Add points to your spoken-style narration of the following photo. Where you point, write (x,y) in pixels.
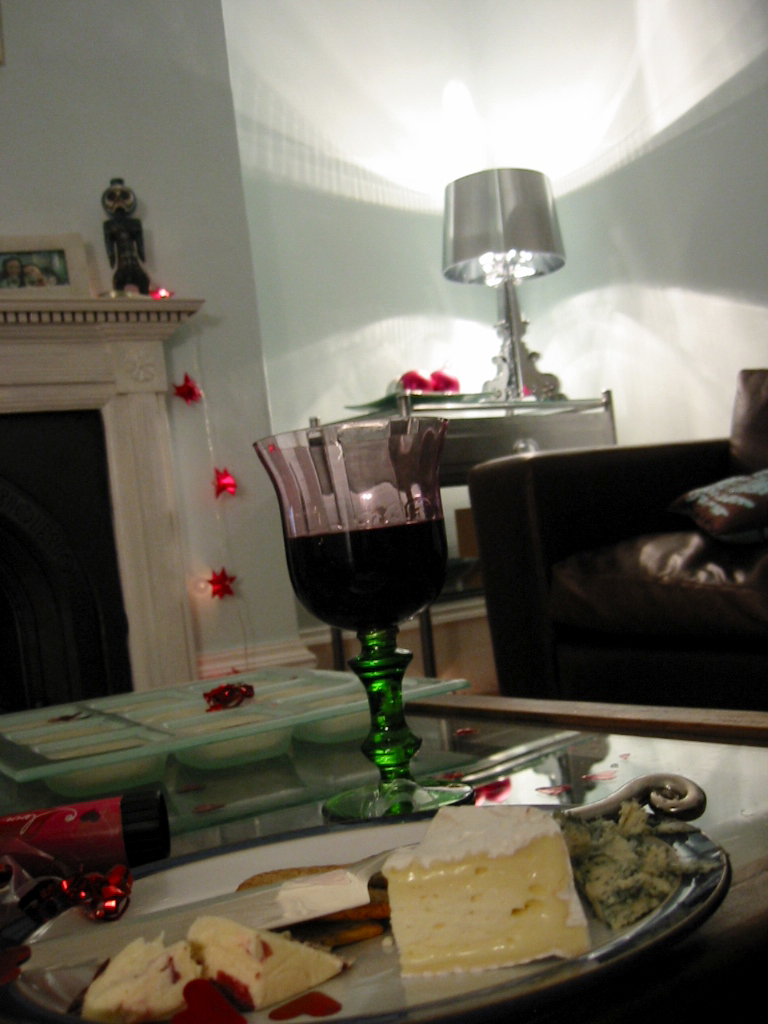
In the image we can see there is a wine glass (363,505) and on the table (683,970) there is a plate (383,835) of cheese (470,855) and at the back (564,517) there is a sofa (657,570) and beside it there is a table lamp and the wall (395,151) is in light colour.
